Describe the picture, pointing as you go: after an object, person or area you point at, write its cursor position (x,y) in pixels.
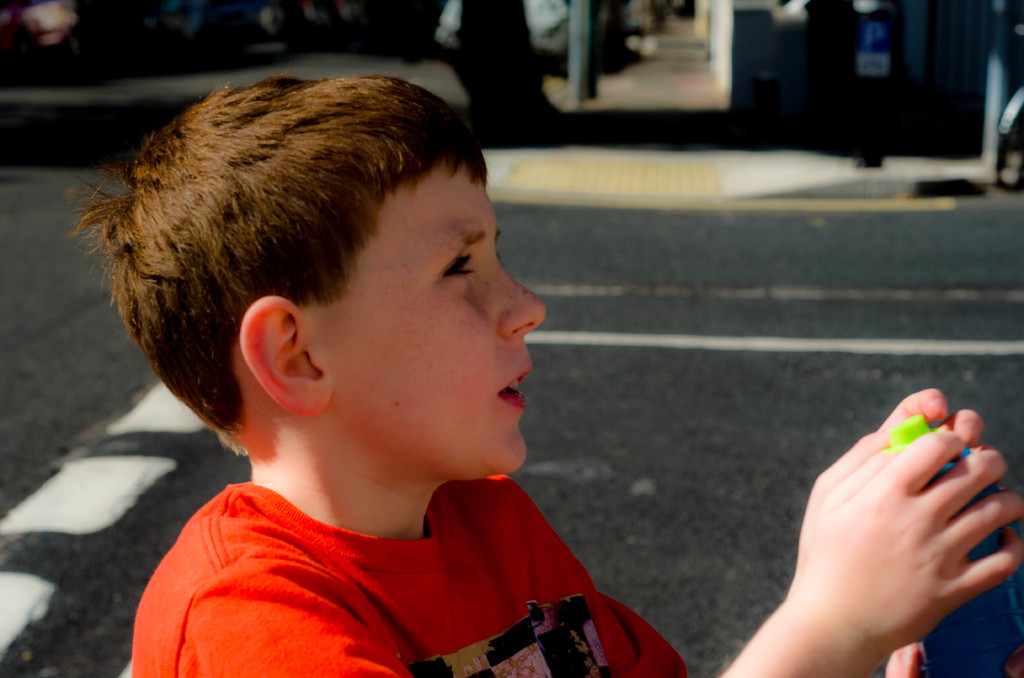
In this image I can see a boy (297,480) and I can see he is wearing orange colour t shirt (384,584). I can also see he is holding a blue and green colour thing (1003,670). In the background (102,442) I can see white lines (10,579) on road (732,297) and I can see this image is little bit blurry from background (81,94).
